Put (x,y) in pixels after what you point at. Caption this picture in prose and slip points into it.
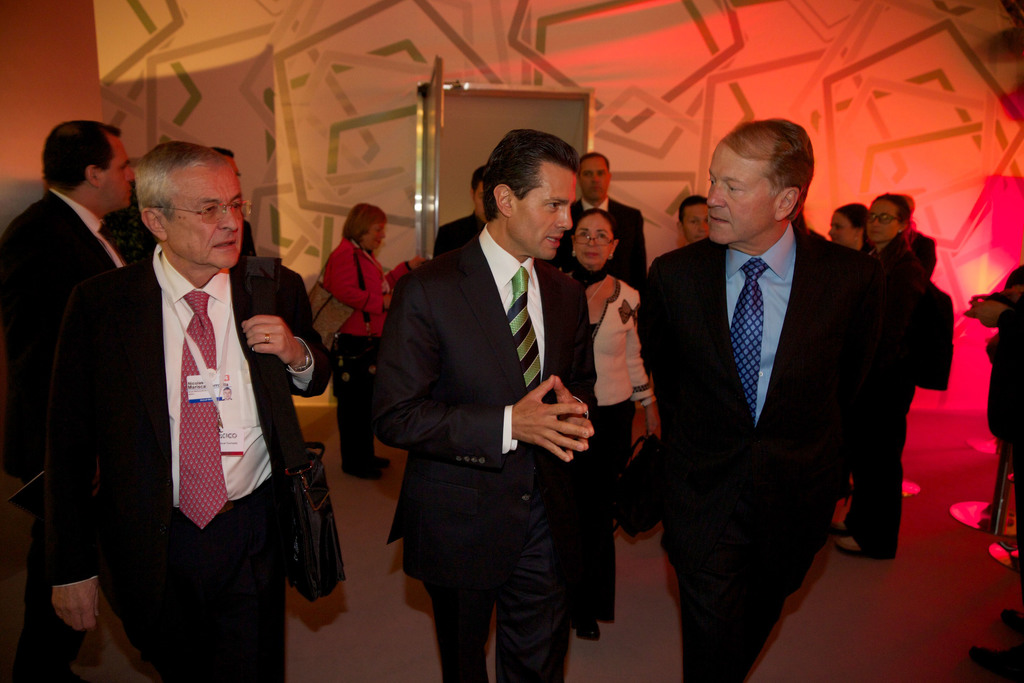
In this picture, we see many people (196,292) are standing. Two men (412,420) in front of the picture are talking to each other. In the background (703,132), we see a white wall (630,105) and a white door (444,199). On the left side (12,63), we see a white pillar (54,108). On the right side (950,163), we see the lights (1012,201) in pink and orange color.
